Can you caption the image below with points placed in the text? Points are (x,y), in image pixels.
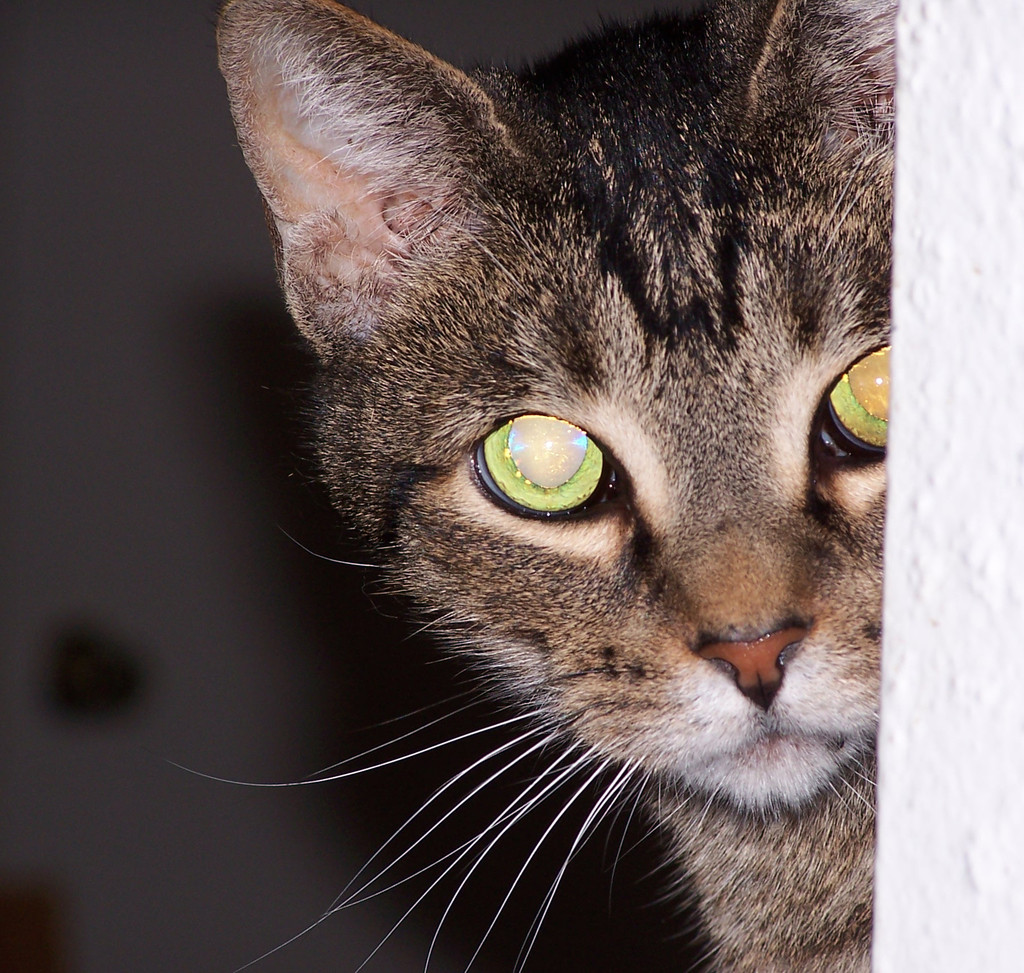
In this image, I can see a cat (710,687). On the right side of the image (963,664), it looks like a wall (975,473). There is a blurred background (121,101).
